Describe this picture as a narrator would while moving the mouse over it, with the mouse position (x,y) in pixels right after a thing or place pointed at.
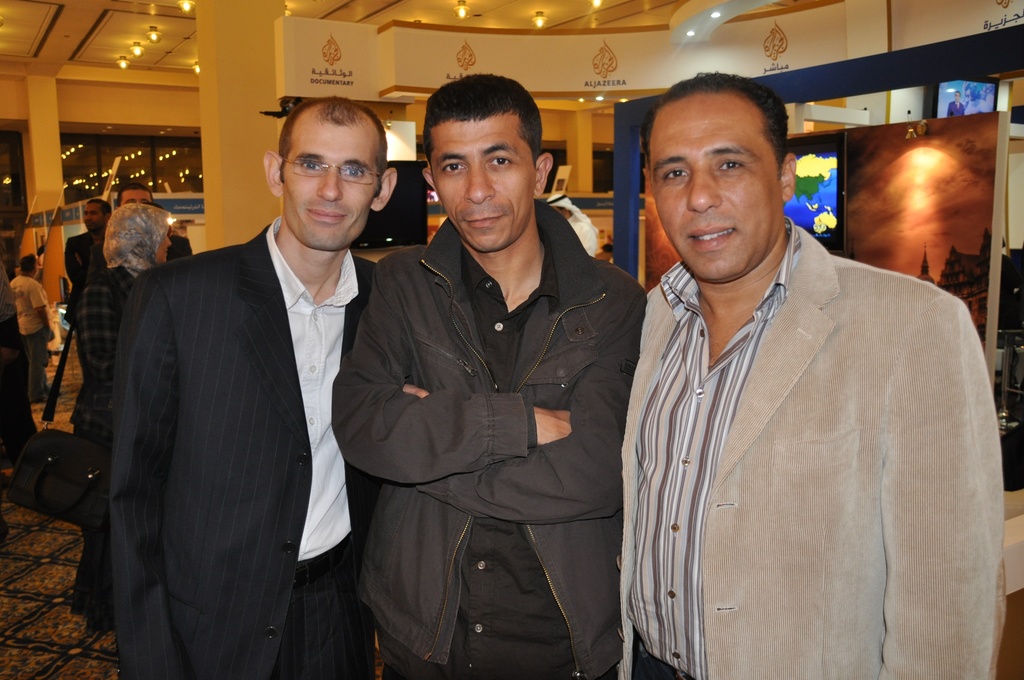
In the image we can see there are people (141,474) standing on the floor (38,632) and there are painting portraits (896,183) kept on the stand (1003,155). There are lights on the top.
